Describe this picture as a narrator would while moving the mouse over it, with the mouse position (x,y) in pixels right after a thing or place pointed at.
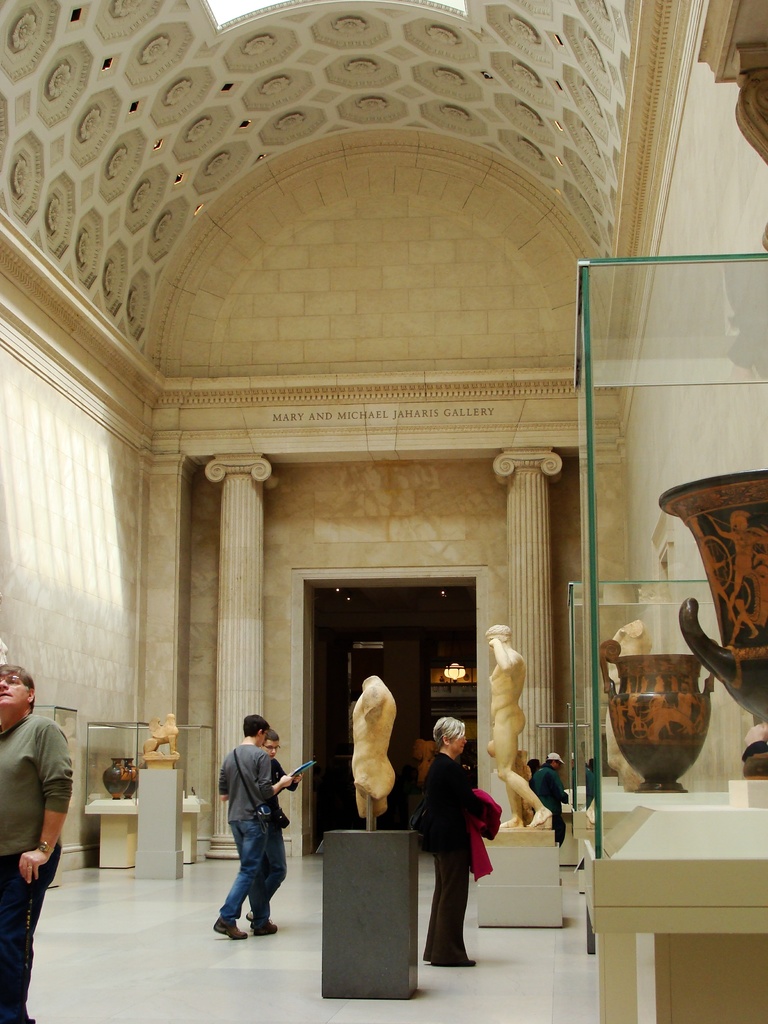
In this image there are people (4,822) standing and checking out some artifacts (497,733) in the museum (722,950). In the hall (378,588) there are pillars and walls (93,556). At the top of the image (268,98) there is a dome (442,128). In the background of the image (397,621) there is an open door (369,654) with chandelier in it. On top of the image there are lights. At the bottom of the image (153,968) there is a floor (165,973).
